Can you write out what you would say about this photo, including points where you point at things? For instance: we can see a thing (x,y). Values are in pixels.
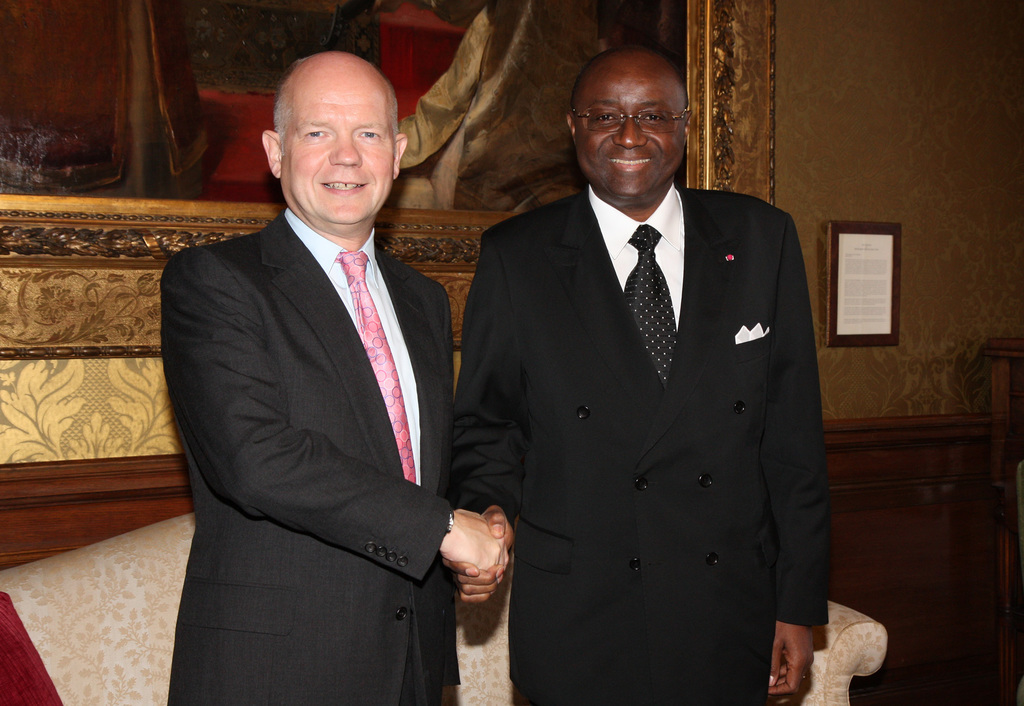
In this image I can see two people (503,422). I can see a sofa (121,603). In the background (858,326), I can see a photo frame (878,257) on the wall (870,168).
